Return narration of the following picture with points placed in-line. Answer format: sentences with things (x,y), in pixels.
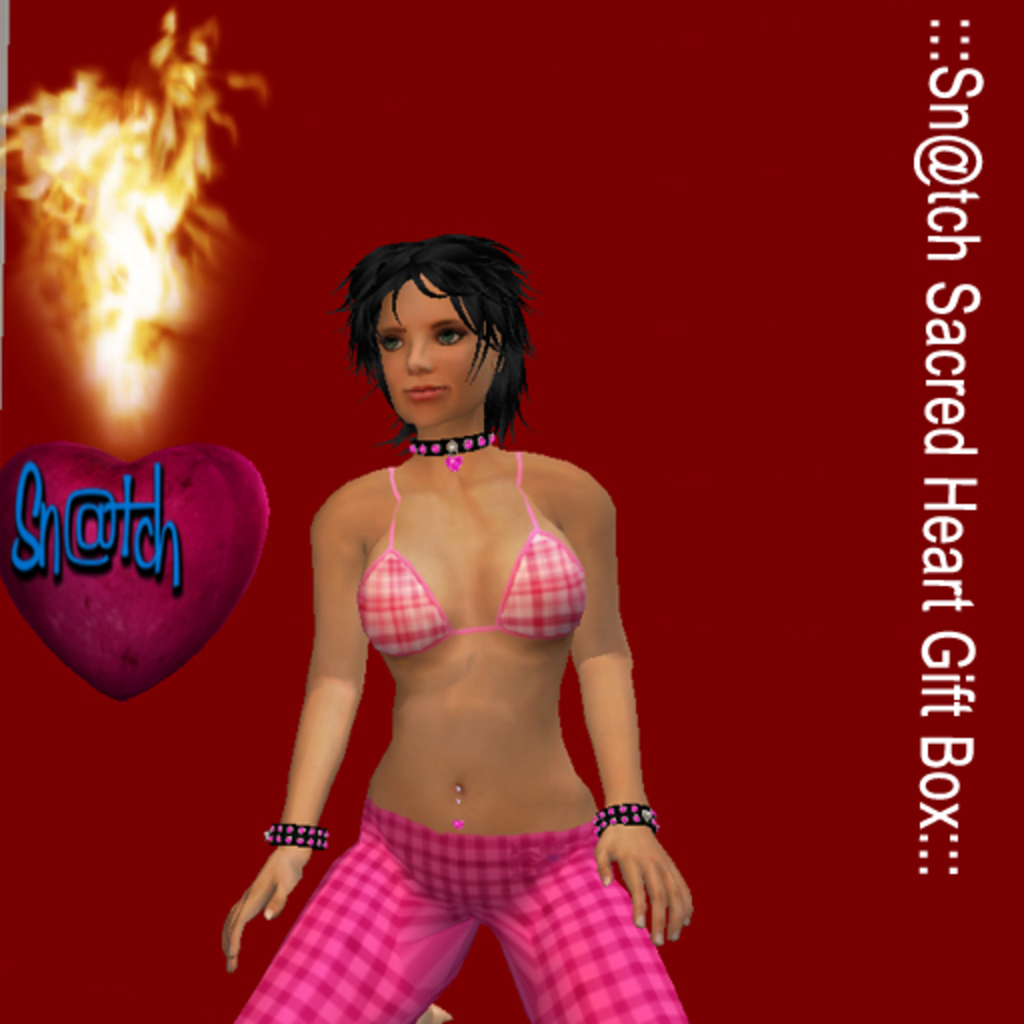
This image is an animation. In this image we can see a person (559,759) standing and there is text (959,702). We can see a fire (176,350).
